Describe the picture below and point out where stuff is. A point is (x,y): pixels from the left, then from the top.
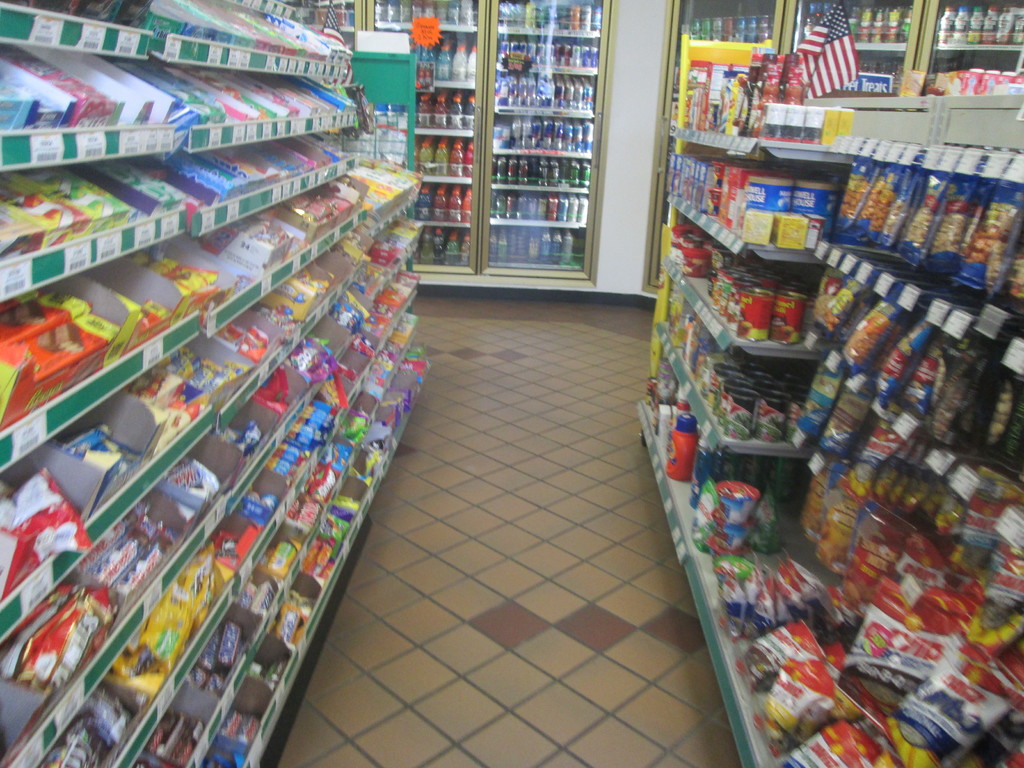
In this image we can see consumer goods (748,516) placed in the shelves (786,552). In the background (421,245) there are refrigerators (568,274) and there are bottles (551,242), tins (726,19) and some drinks (500,135) placed in the refrigerators (572,152).
